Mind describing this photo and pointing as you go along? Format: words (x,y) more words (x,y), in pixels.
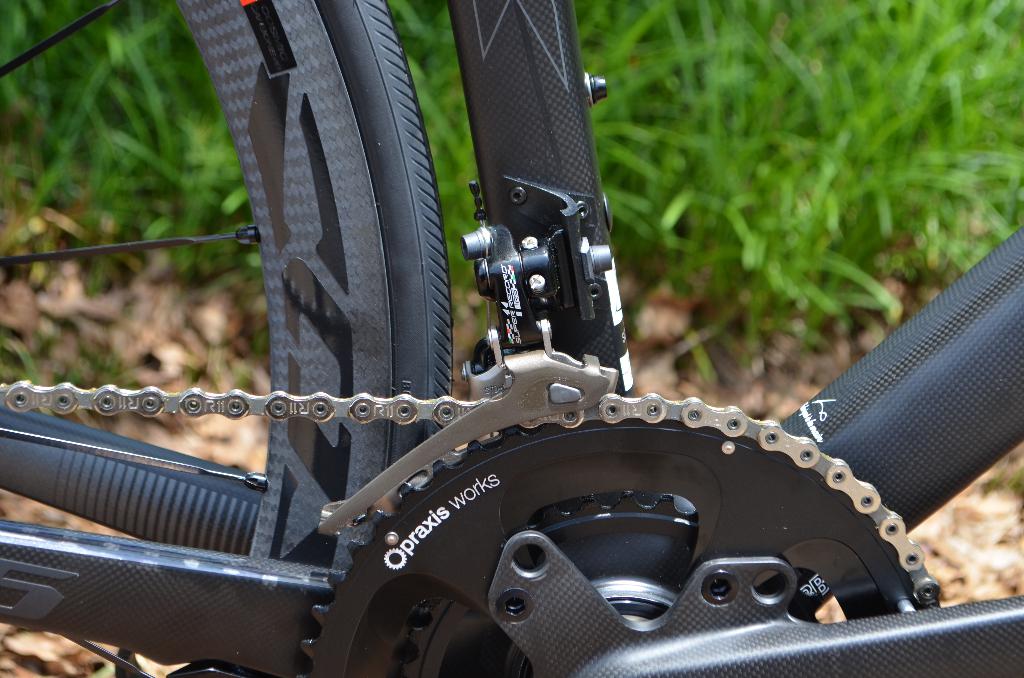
In the background (682,99) we can see green grass (775,159). Here we can see partial part of a bicycle (356,390), chain (381,414) and a tire (430,395).
